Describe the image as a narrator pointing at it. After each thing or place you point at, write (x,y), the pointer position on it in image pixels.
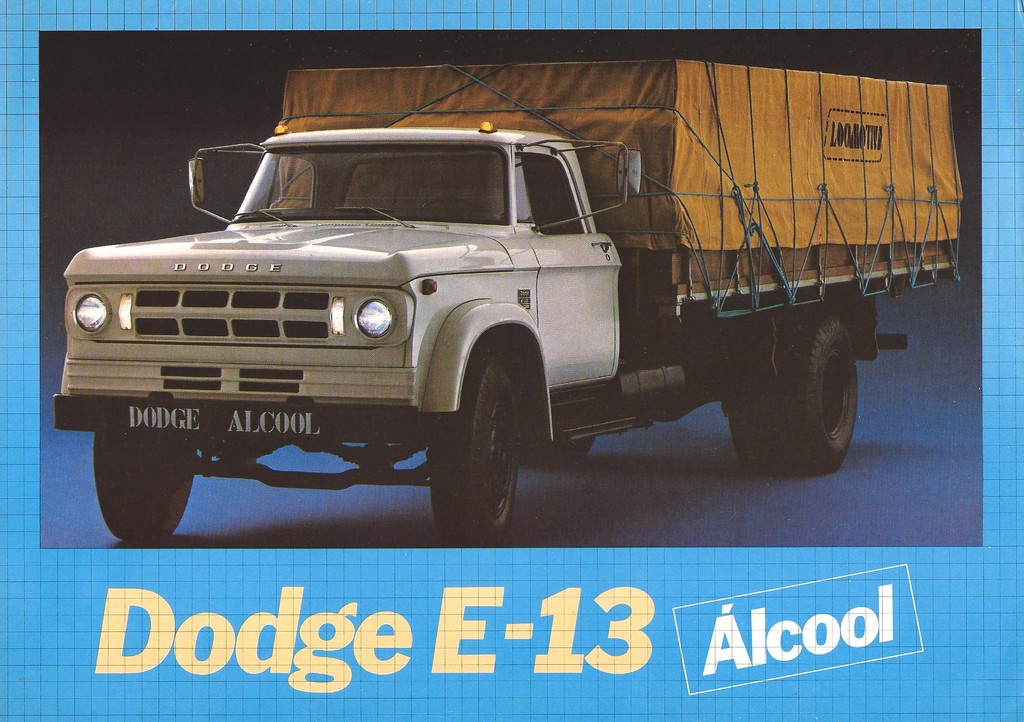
In this image I can see picture of a truck (539,306) and on the bottom side of this image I can see something is written.
